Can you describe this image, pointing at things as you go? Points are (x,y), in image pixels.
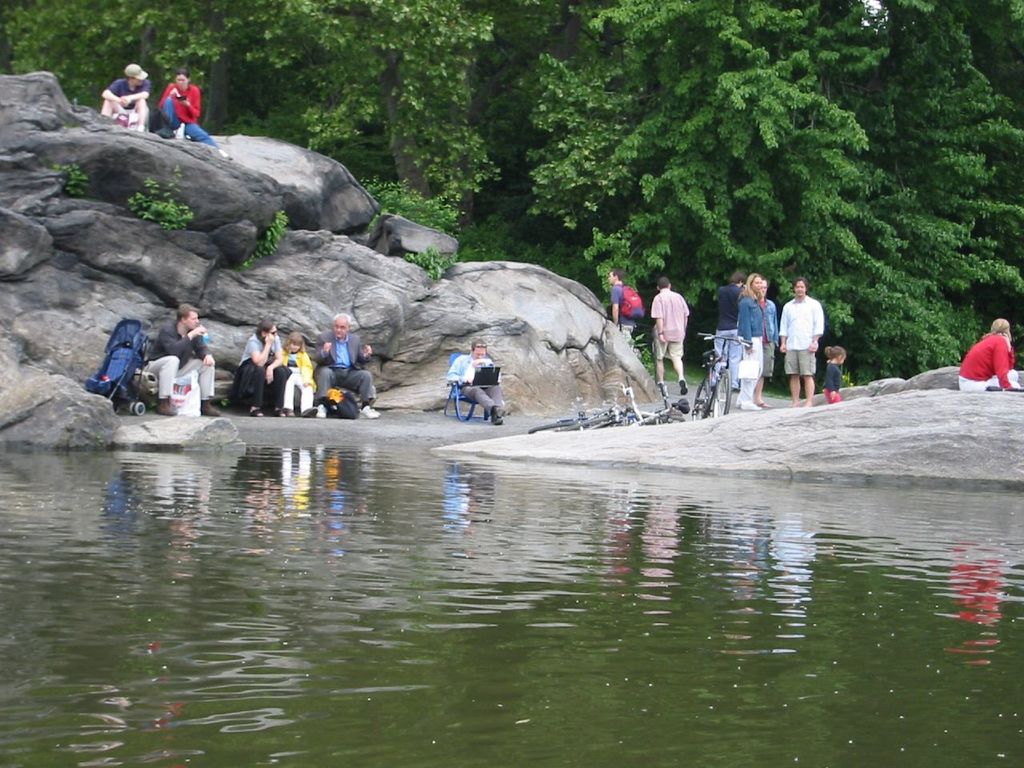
In this picture we can see the water (359,690), rocks (826,423), plants (152,201), some people (762,330), bicycles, stroller (114,368), bags (190,379), some objects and a man (461,367) sitting on a chair (462,390). In the background (319,11) we can see trees (487,200).
